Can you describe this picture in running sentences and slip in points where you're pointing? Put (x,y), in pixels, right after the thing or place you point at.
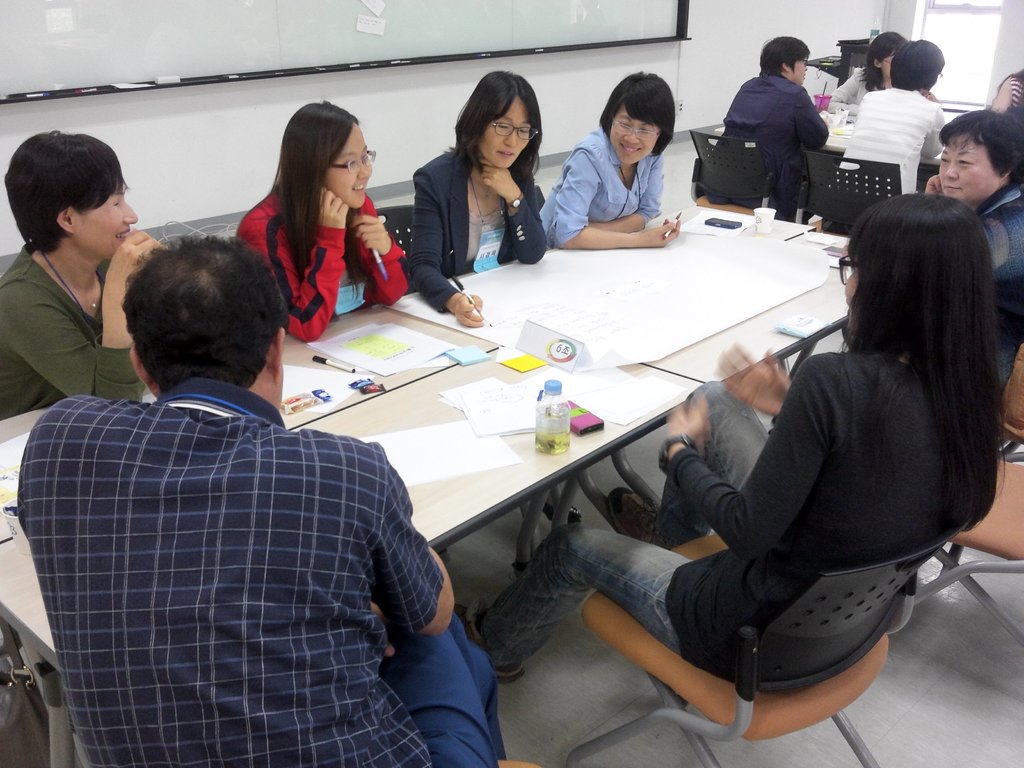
In this picture we can see some persons (810,398) are sitting on the chairs (750,691). This is table (440,423). On the table (630,441) there are papers (451,431) and a bottle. This is floor (963,722).
